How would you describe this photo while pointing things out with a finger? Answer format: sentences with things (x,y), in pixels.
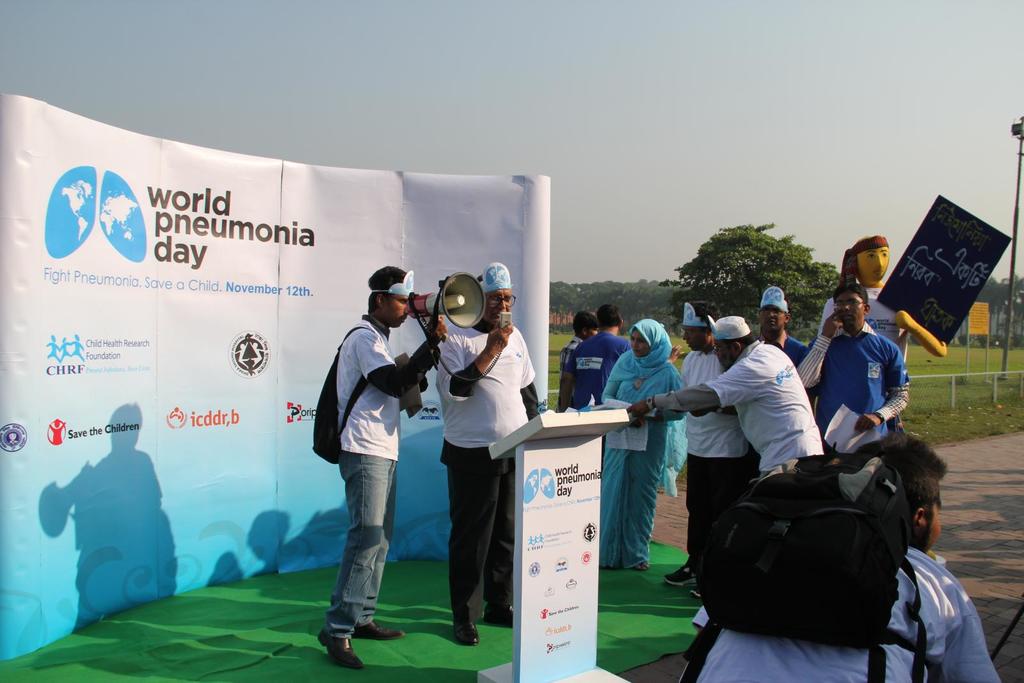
In this image, we can see a group of people (655,438) are standing. Few (457,398) are holding some objects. Here a person (844,674) is wearing a backpack (795,568) and there is a podium (553,555). Background (426,262) we can see banner (338,318), trees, poles (1009,311), boards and clear sky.
